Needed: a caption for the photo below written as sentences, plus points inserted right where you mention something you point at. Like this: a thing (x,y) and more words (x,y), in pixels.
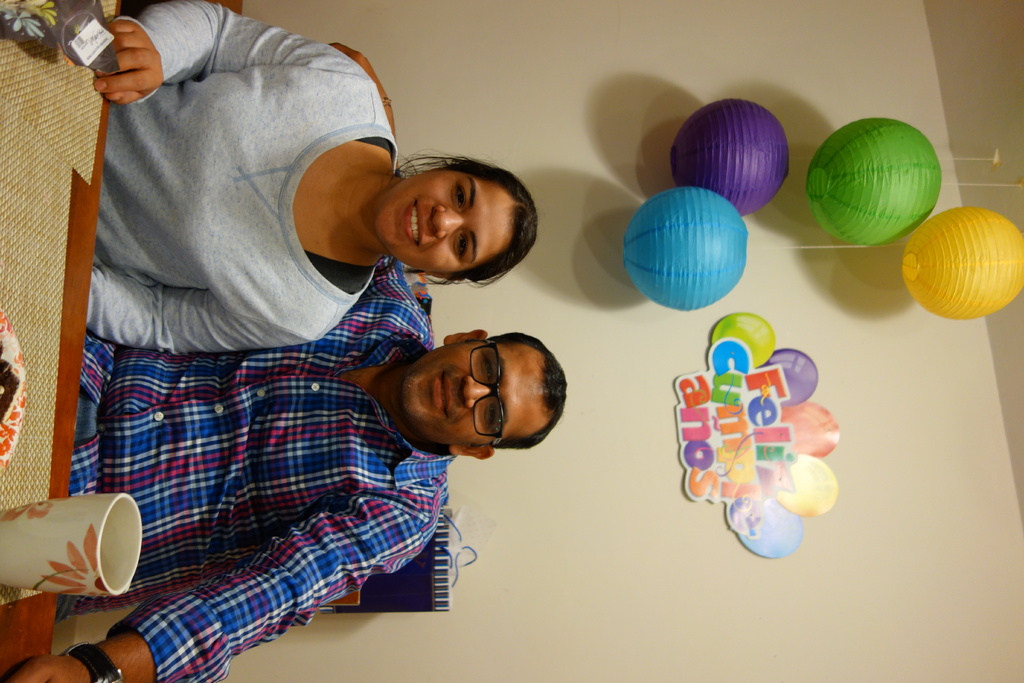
In this image we can see two people (249,413) sitting on chairs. In front of them there is a table (28,338) on which there is a mug (58,532) and other objects (64,5). In the background of the image (597,114) there is wall (594,486) and decorative items (688,412).
